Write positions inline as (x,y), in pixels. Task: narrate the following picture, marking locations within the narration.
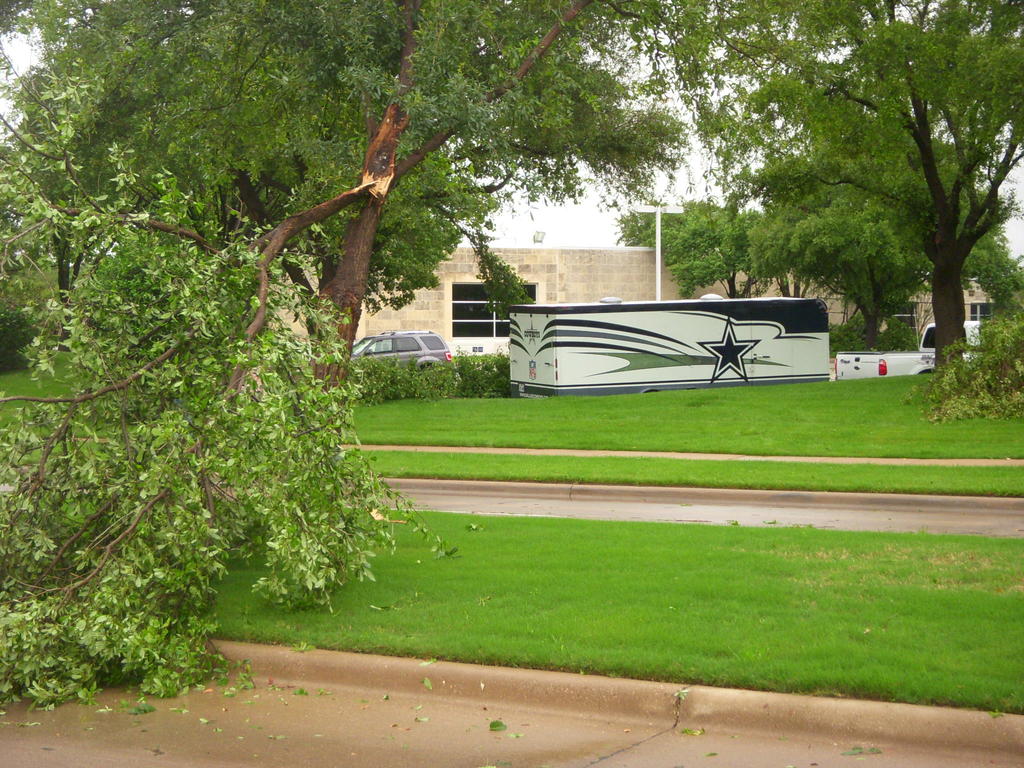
In this image, we can see some trees (710,104). There are vehicles (807,331) in front of the building (577,261). There is a path (661,504) in between grass (560,556). There is a pole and some plants (440,385) in the middle of the image (483,389).
